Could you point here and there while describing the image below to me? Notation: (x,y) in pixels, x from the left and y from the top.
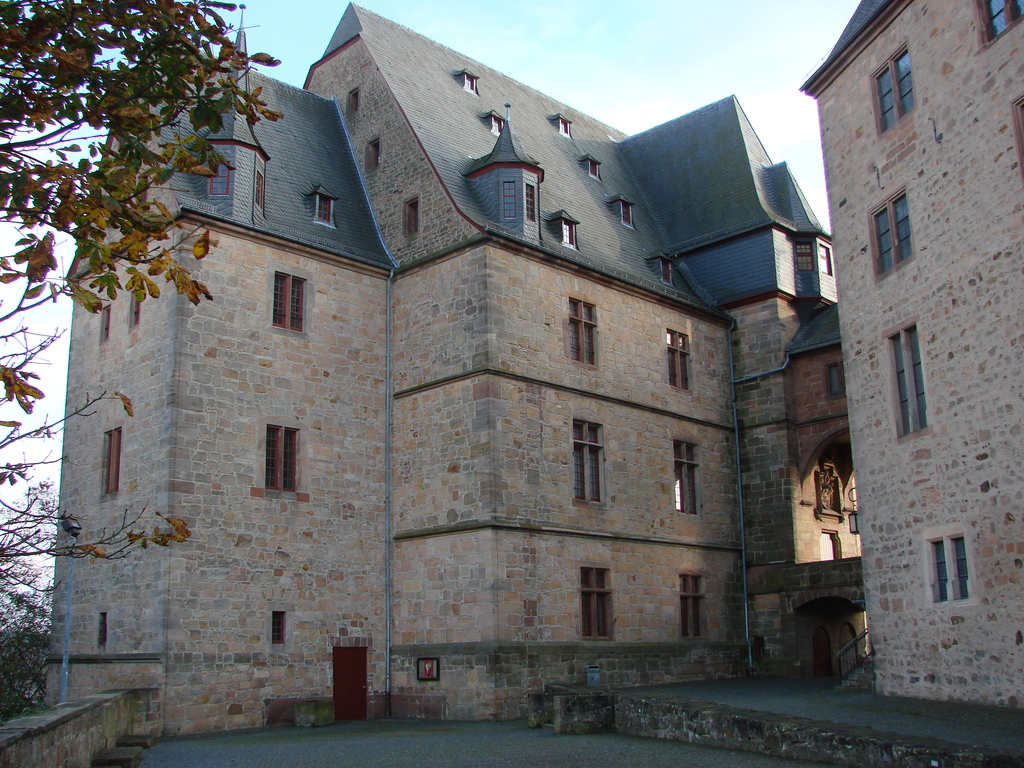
This picture is clicked outside. In the center (567,352) we can see the buildings (742,222) and we can see the windows (912,401), and the doors (821,664) of the buildings (388,712). On the right (846,686) we can see the staircase (847,680), handrail (852,651) and some other objects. In the background (588,13) we can see the sky (390,11), trees (95,45) and some other objects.
